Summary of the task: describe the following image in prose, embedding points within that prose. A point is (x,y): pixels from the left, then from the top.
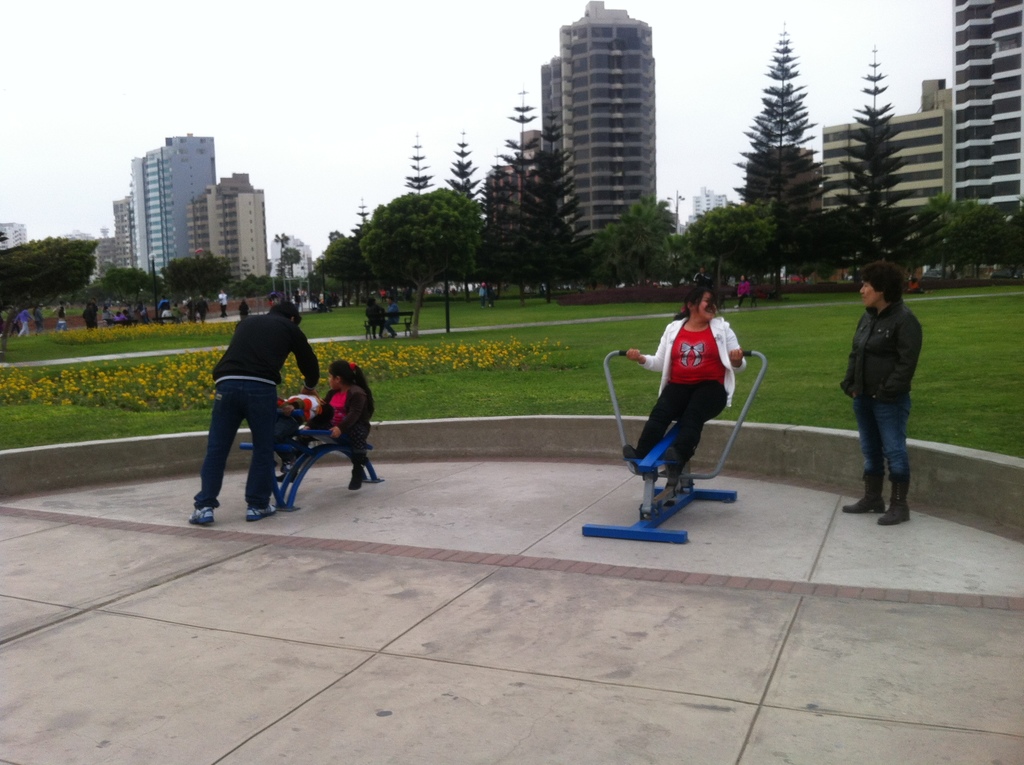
In this image we can see a group of people (688,445) standing on the ground (583,578). In that a woman (696,405) is sitting on an exercise machine (651,459). On the backside (607,327) we can see some plants (484,349) with flowers (484,349), grass (779,407), a person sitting on a bench (371,326), some people (335,299) standing, a group of trees (395,285), some buildings (591,145) with windows (605,137) and the sky (300,180) which looks cloudy.
